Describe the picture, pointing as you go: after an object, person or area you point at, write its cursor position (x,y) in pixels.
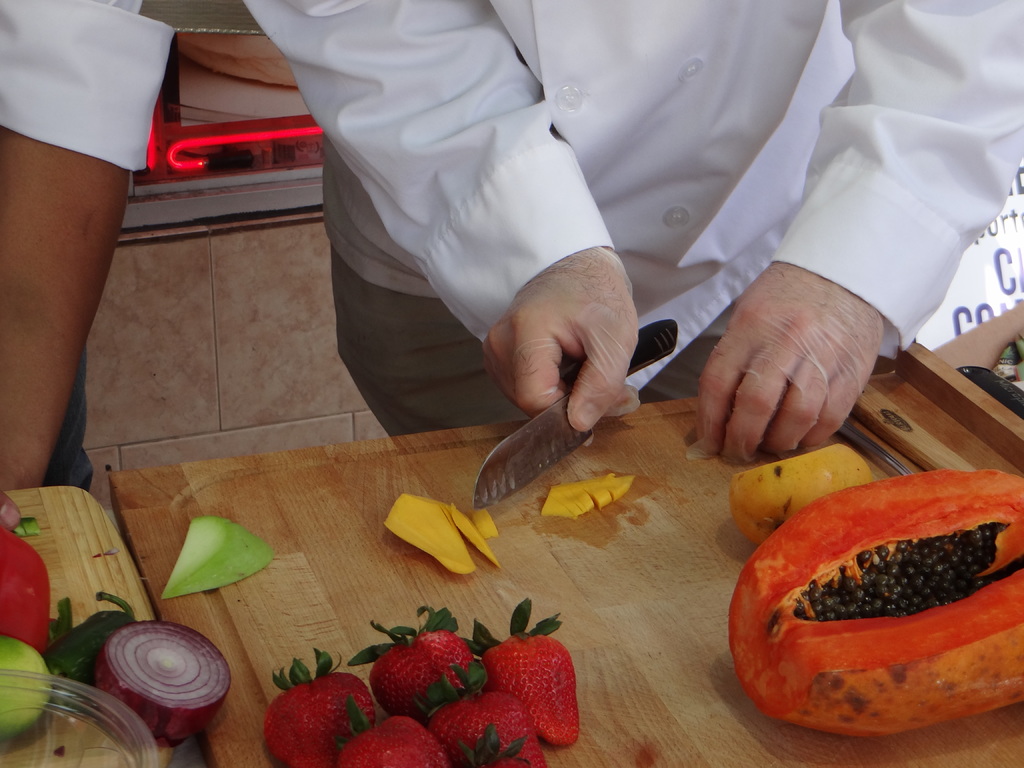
In this image we can see there are people (610,239) standing near the table (492,422) and holding a knife (507,470), on the table (528,571), we can see there are some food items (201,659) and an object (65,703). At the back (249,103) we can see the wall (221,267) and an object (220,121).
